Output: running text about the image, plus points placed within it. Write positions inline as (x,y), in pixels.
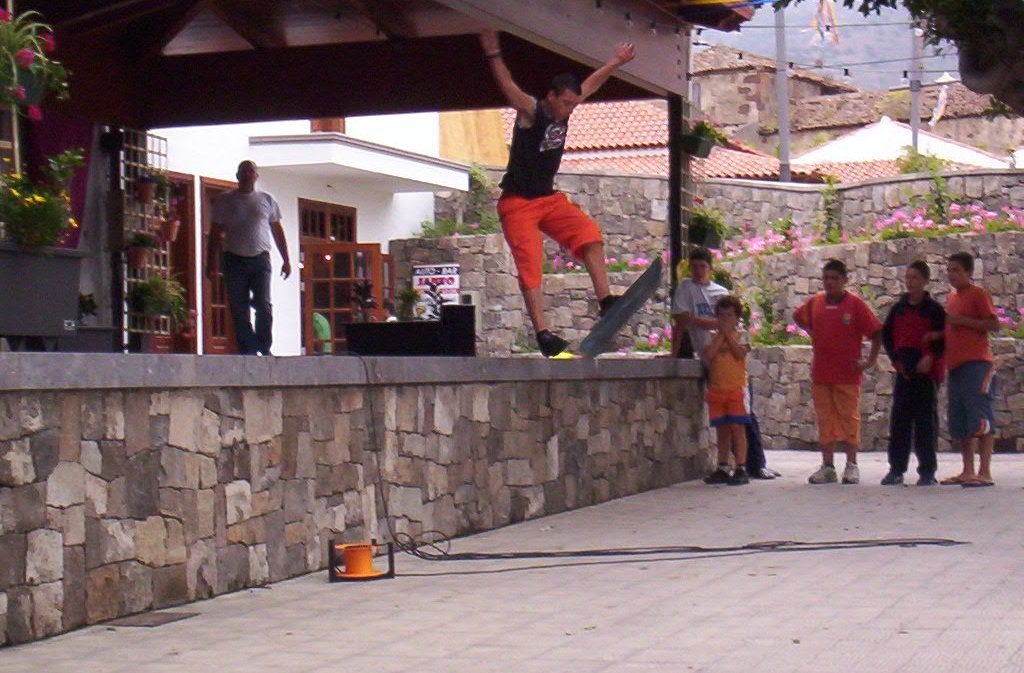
In this image we can see there are people (227,275) standing on the floor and there is the other person (603,312) jumping. And there are buildings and trees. There are potted plants (149,243) attached to the stand (164,265). And there is the wall (852,227) with plants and flowers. At the bottom (366,567) there is an orange color object (367,553) with wires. At the top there is the sky (886,58).
